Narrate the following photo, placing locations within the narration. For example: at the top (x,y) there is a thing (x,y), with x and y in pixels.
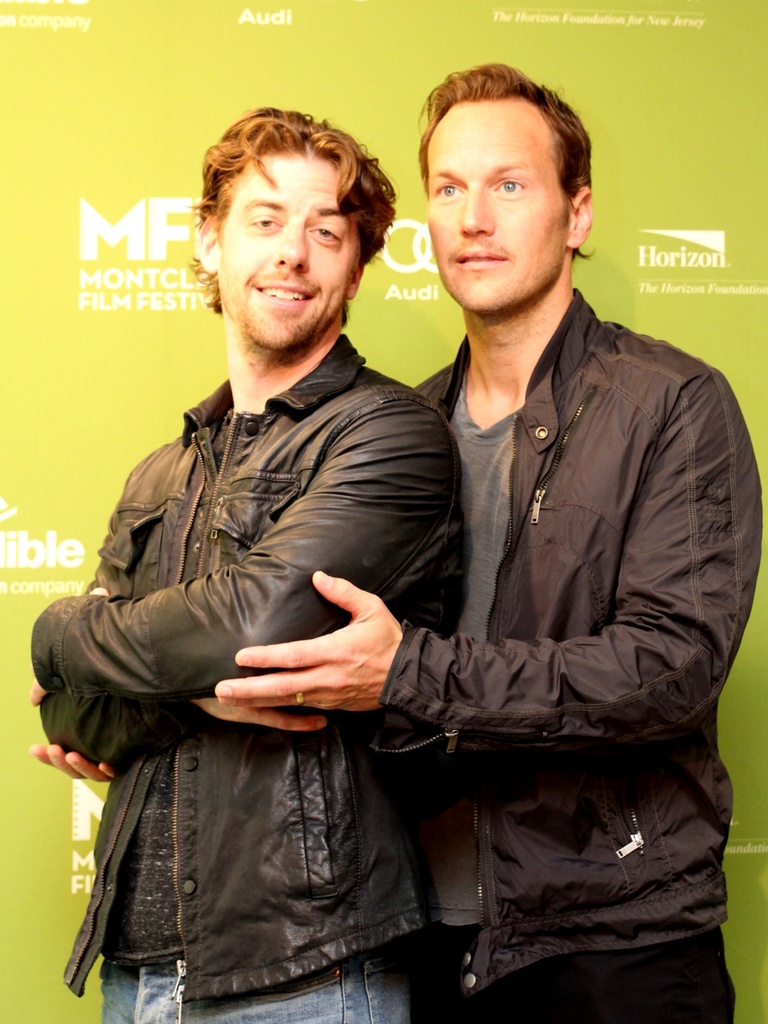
In this image we can see two people (575,468). One person (575,400) wearing black coat (642,464) is holding another person's hand (385,541) with his hand (366,687). In the background (231,0), we can see a wall (29,292) with some text (82,291) on it.
